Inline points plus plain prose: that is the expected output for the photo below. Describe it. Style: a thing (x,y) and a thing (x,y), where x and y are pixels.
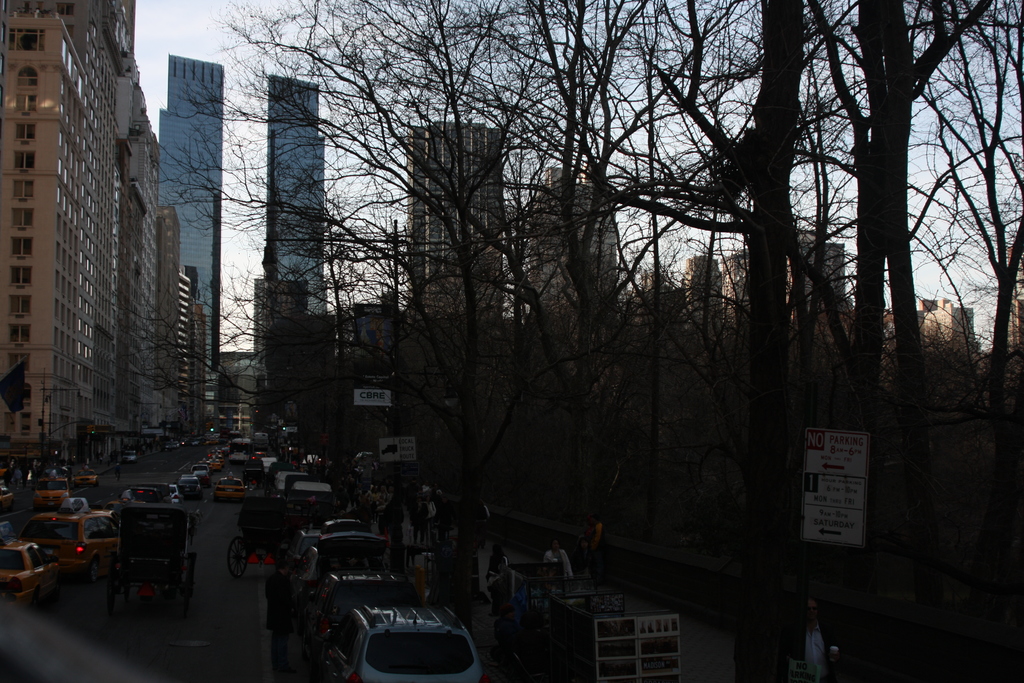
In this image I can see the dark picture in which I can see the road (232,521), number of vehicles (311,529) on the road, few trees (715,408), few boards (839,461) and few buildings (35,192) on both sides of the road (225,475). In the background (352,182) I can see the sky (984,271).
